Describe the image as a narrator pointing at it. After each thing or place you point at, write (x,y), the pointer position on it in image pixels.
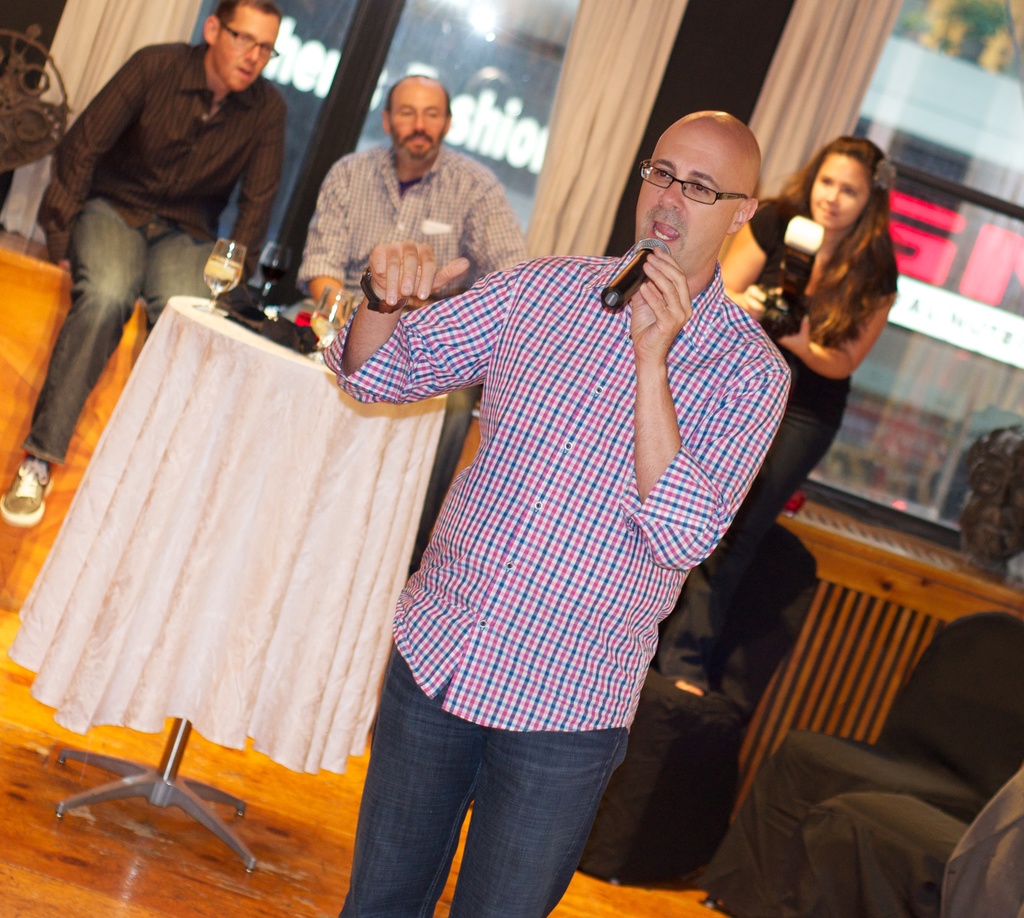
In the image we can see there are people (473,354) wearing clothes (533,554) and some of them are wearing spectacles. This person (613,321) is standing and holding a microphone (641,240) in hand (661,284). This is a floor (125,838), table (217,428) and on the table (252,356) there are wine glasses (237,262), and other object (280,325), this is a window (937,306) and the curtains (775,60).
